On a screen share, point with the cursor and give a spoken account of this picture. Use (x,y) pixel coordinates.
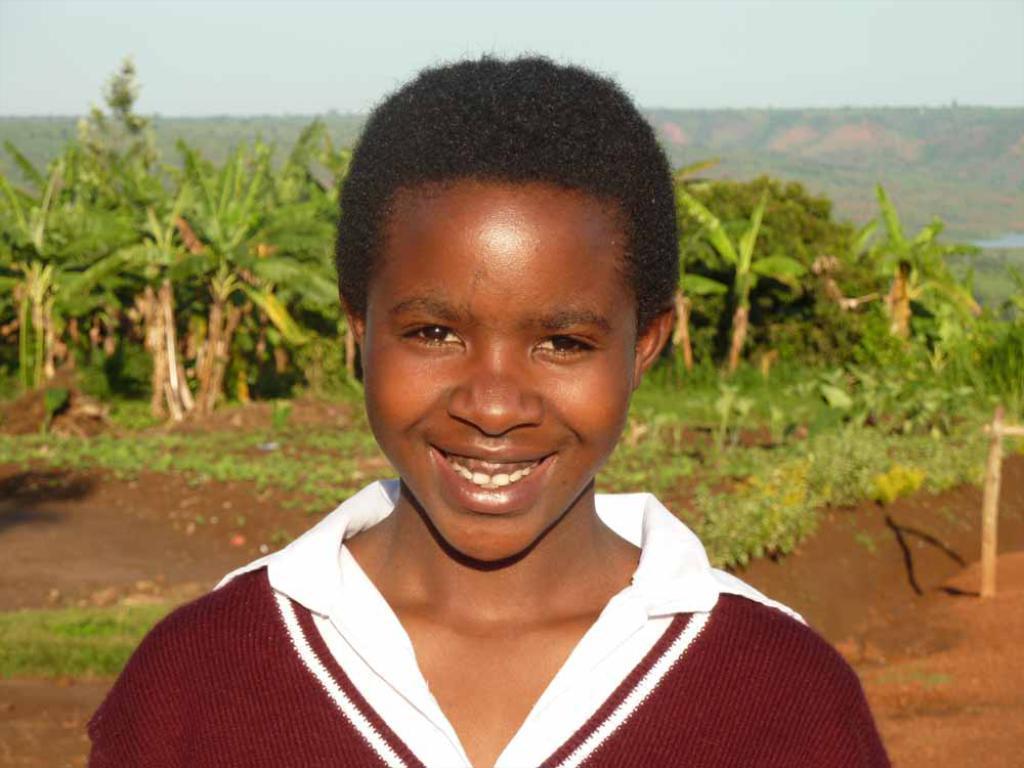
In this image I can see a boy (297,699) in the front (647,288) and I can also see smile on his face (501,556). I can see he is wearing brown and white colour dress (374,645). In the background (979,613) I can see an open grass ground (959,459), number of trees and the sky (255,30). I can also see a pole (1000,424) on the right side of the image (996,452).
